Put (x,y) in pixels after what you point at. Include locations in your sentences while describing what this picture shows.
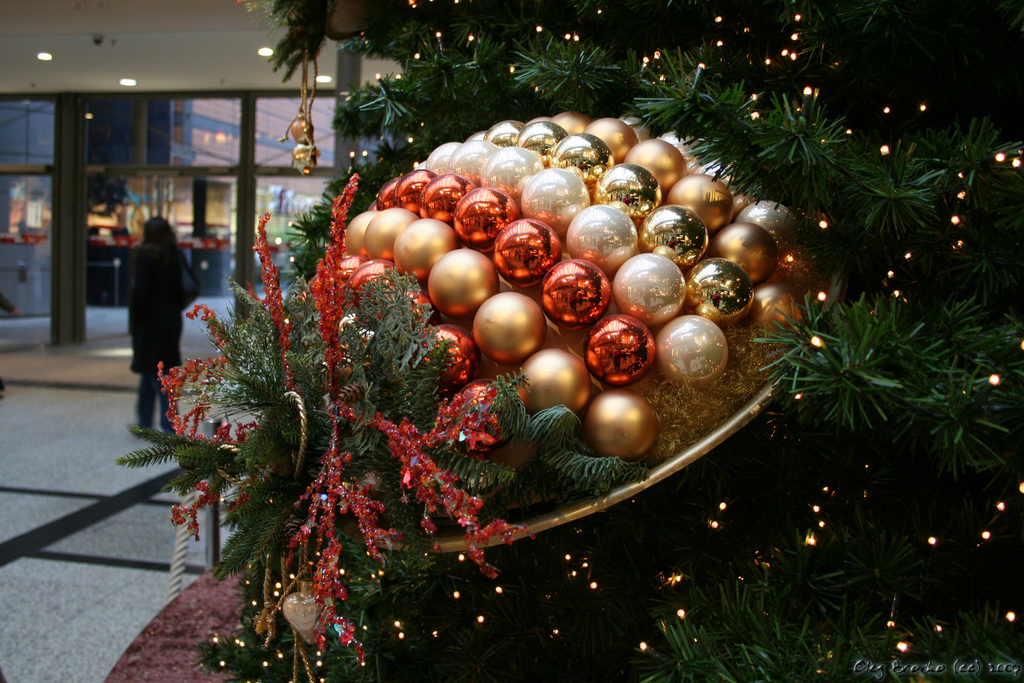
On the right (711,95) we can see a tree (310,254) with lights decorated on it and there are different colors of spherical balls (447,284) on a platform (600,392) on the tree (1000,437). In the background (114,208) on the left (95,512) a woman (166,349) is standing on the floor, glass doors (123,193), lights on the roof top (51,13), buildings (190,140) and other objects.
